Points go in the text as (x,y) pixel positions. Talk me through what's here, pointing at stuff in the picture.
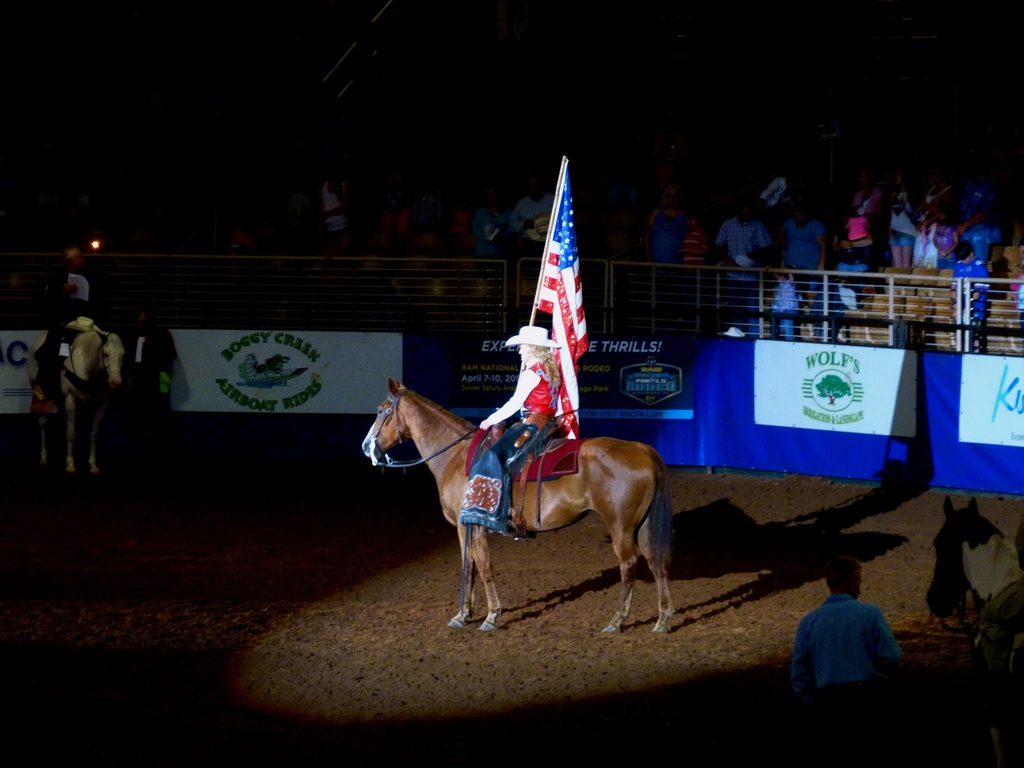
In this picture I can see two persons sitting on the horses (67,383), there is a person (523,451) holding a flag (571,212), there are banners (384,352), there are group of people (783,312), and there is a dark background (316,286).
